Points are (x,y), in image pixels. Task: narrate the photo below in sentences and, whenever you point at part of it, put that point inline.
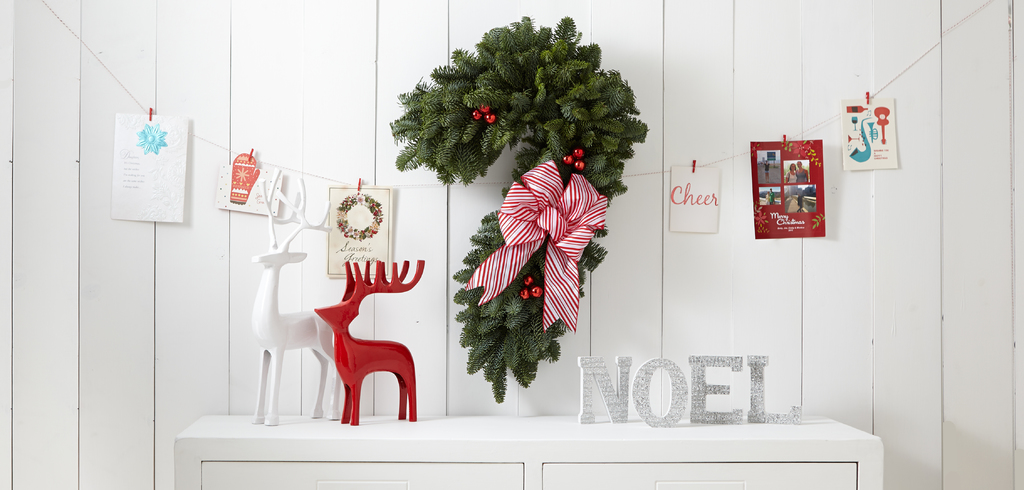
In the center of the image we can see one table (441,430) and cupboards (527,477). On the table (584,430), we can see deer toys (404,389), which are in red and white color. And we can see some letters (762,414). In the background (712,104) there is a wall (767,74). On the wall (1002,147), we can see one plant garland (522,82), posters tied with thread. And we can see one ribbon (552,233) on the garland (583,261). And we can see some text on the posters (166,165).
